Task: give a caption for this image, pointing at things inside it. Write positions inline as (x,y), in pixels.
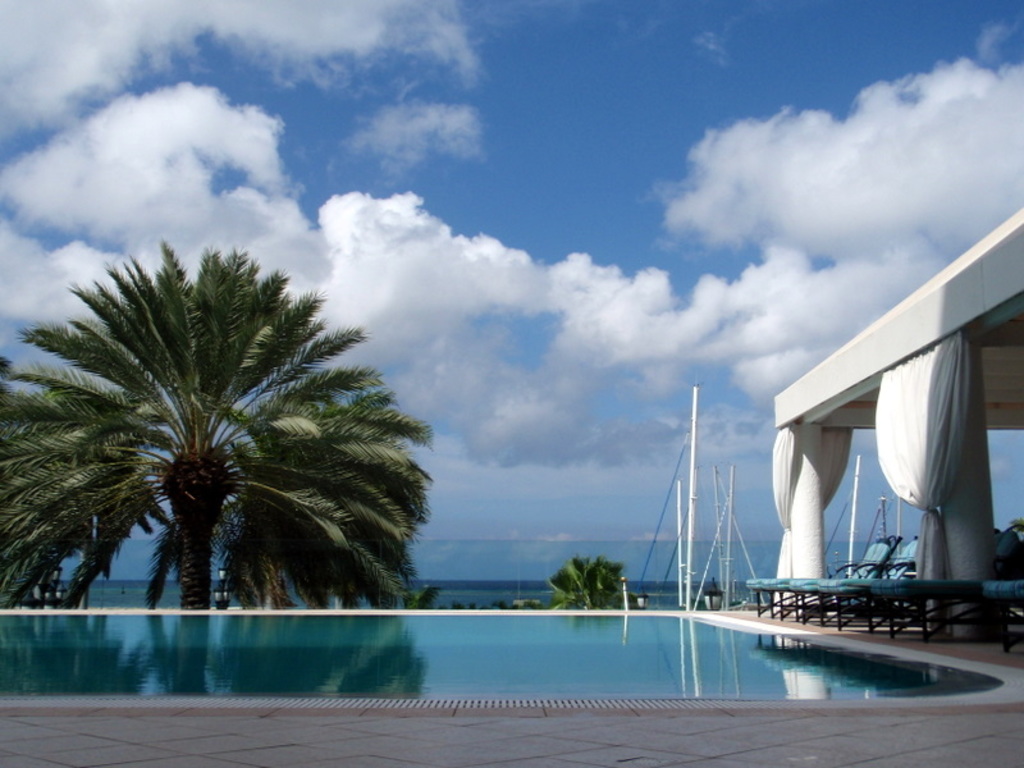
In this image we can see the pool (438,688) and also the pool beds (889,586) on the path (1023,706). We can also see the trees (556,576), white color poles (687,568), pillars (962,534), curtains (882,430) and also the ceiling (1007,344). In the background (294,4) we can see the sky (387,326) with the clouds (576,277).
